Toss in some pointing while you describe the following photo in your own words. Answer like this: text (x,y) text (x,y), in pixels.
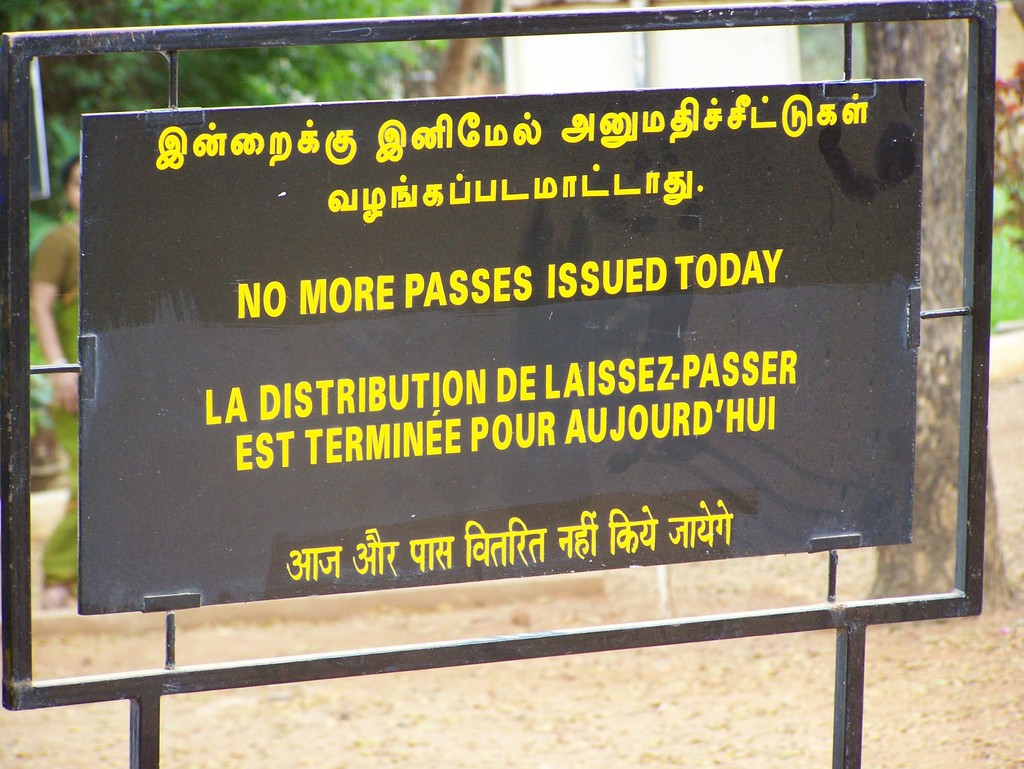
In this image, we can see board (492,442). On the board (478,244), we can see text (460,422) in different languages. In the background (965,140), there are few trees (203,70), person (70,520), board (752,85), tree trunk (948,49) and ground (553,680).
